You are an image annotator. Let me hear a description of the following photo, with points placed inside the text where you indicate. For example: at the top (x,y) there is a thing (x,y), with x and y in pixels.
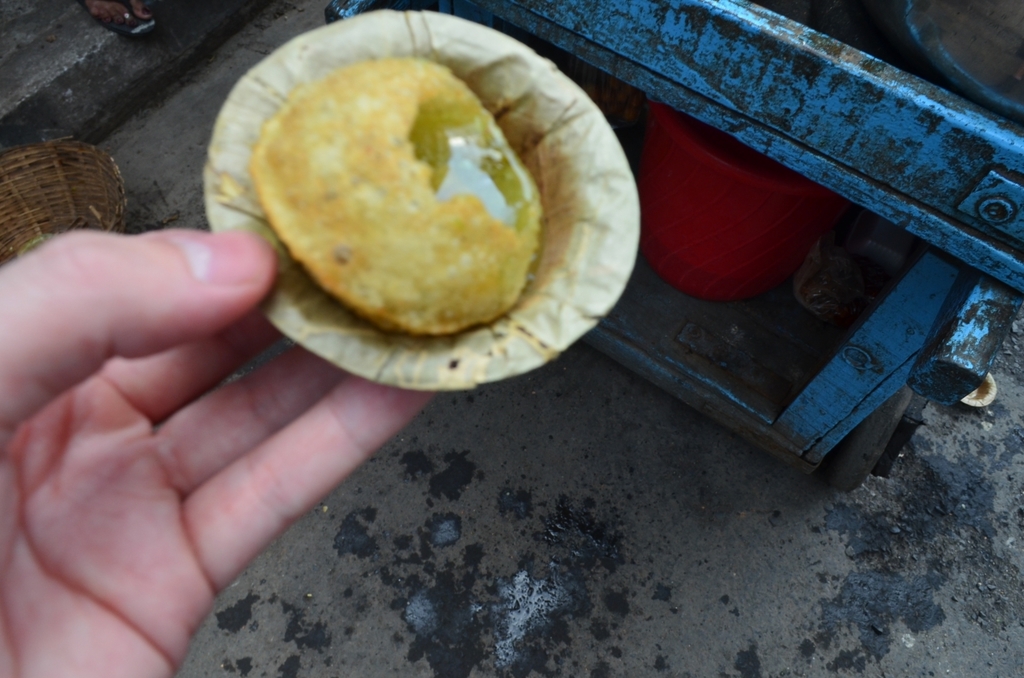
In this image I can see a hand (188,501) of a person (185,432) is holding a paper plate (575,244). In this plate (588,229) I can see yellow colour food (315,197). In the background (705,250) I can see red colour bucket (707,215) and blue colour thing (954,204). I can also see a basket (59,163) over here.
